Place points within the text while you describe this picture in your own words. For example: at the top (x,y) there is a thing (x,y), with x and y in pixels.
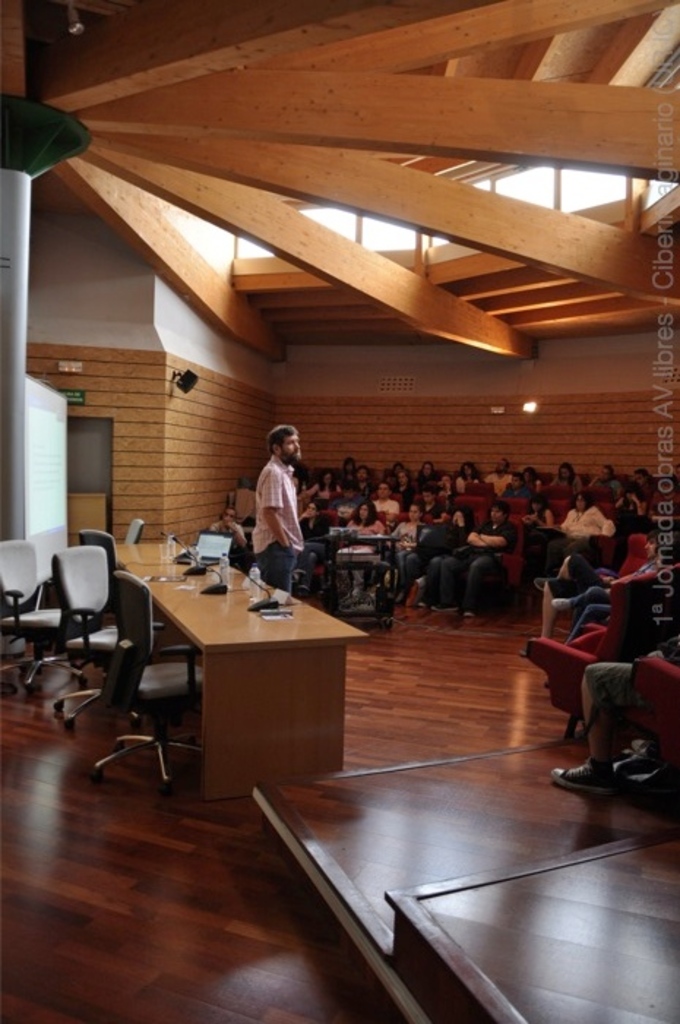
In this image I can see people (403,542) where one is standing and rest all are sitting on chairs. I can also see few more chairs (86,611), a table (207,621) and on this table (184,581) I can see a laptop (218,537), few bottles (172,543) and few other things (281,601). I can also see watermark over here.
